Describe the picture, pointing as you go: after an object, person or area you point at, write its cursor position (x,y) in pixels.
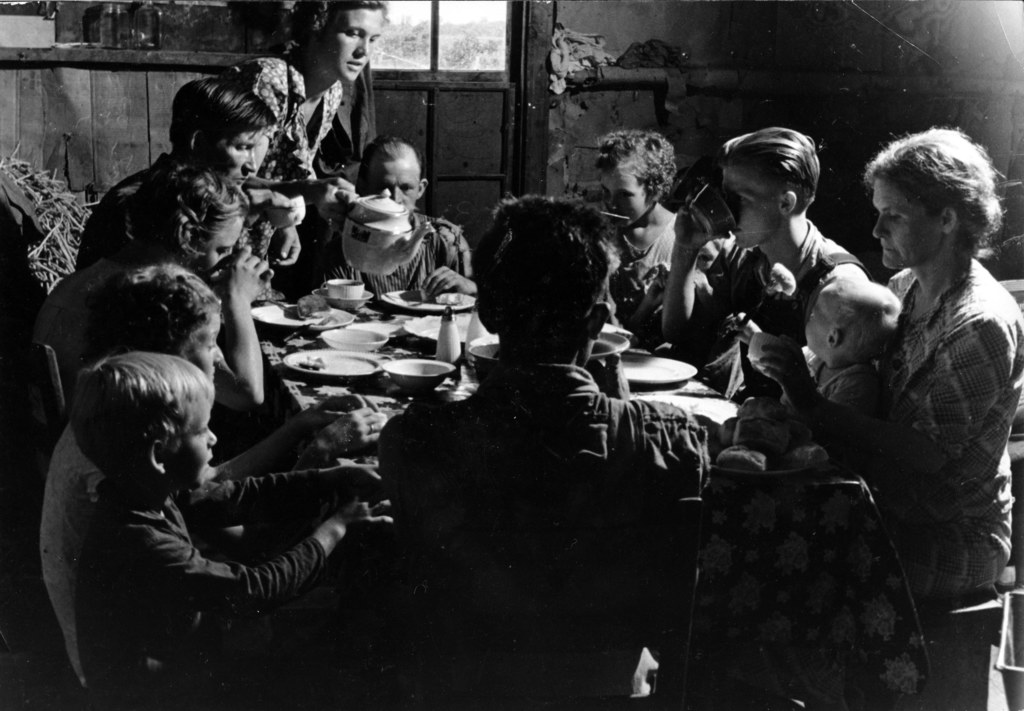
This is a black and white image. In this image we can see group of persons (886,457) sitting around the table (355,389). On the table (374,391) we can see plates (330,353), food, cup (330,294) and saucer (346,302). In the background (472,58) we can see door (382,90) and wall (811,116).
